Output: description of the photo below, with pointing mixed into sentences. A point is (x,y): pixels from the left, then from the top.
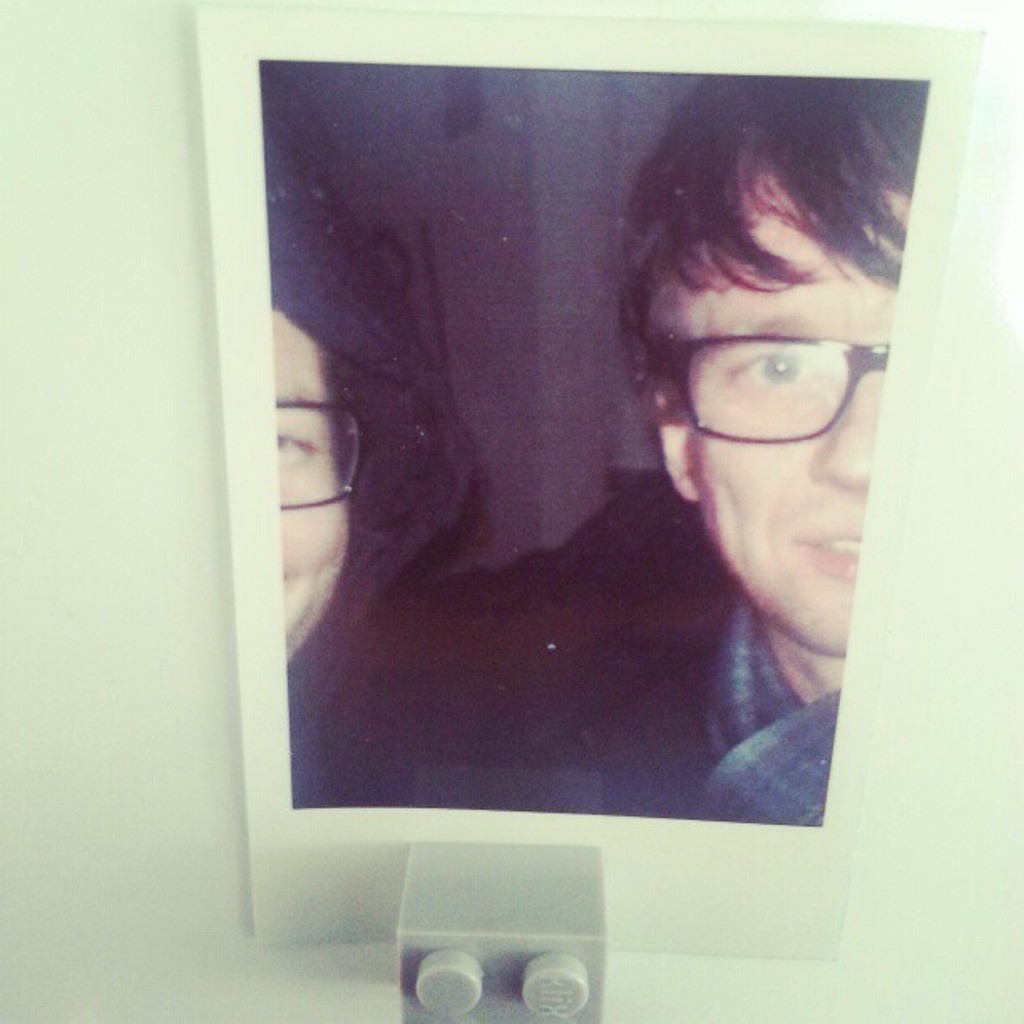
In this image I can see a photo (654,472) of two persons (724,523) who are wearing spectacles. Here I can see an object (525,941) attached to the photo (525,833).
